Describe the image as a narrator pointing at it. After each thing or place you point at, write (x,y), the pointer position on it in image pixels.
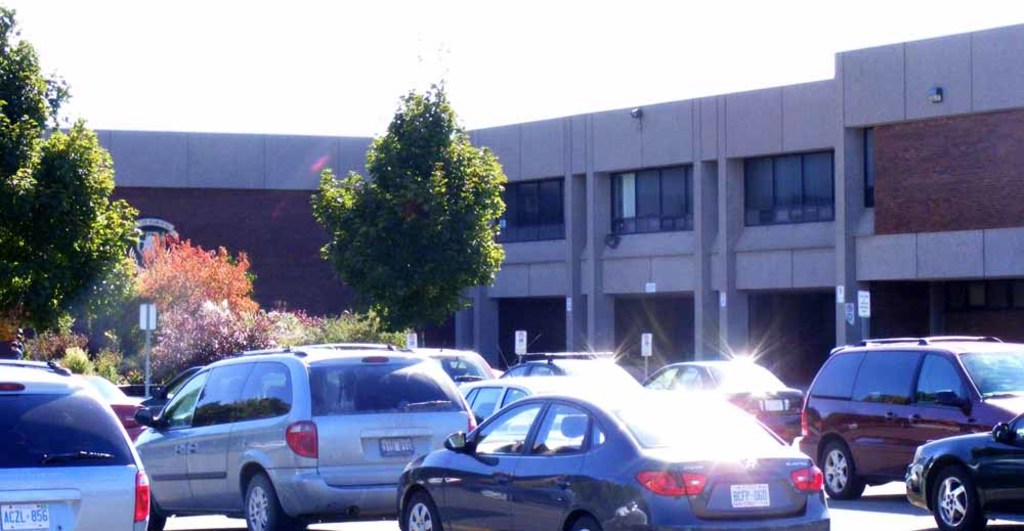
These are the cars (550,465) parked in a parking lot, on the left side (54,179) there are trees (77,322) and on the right side (847,210) it's a building (774,235).
